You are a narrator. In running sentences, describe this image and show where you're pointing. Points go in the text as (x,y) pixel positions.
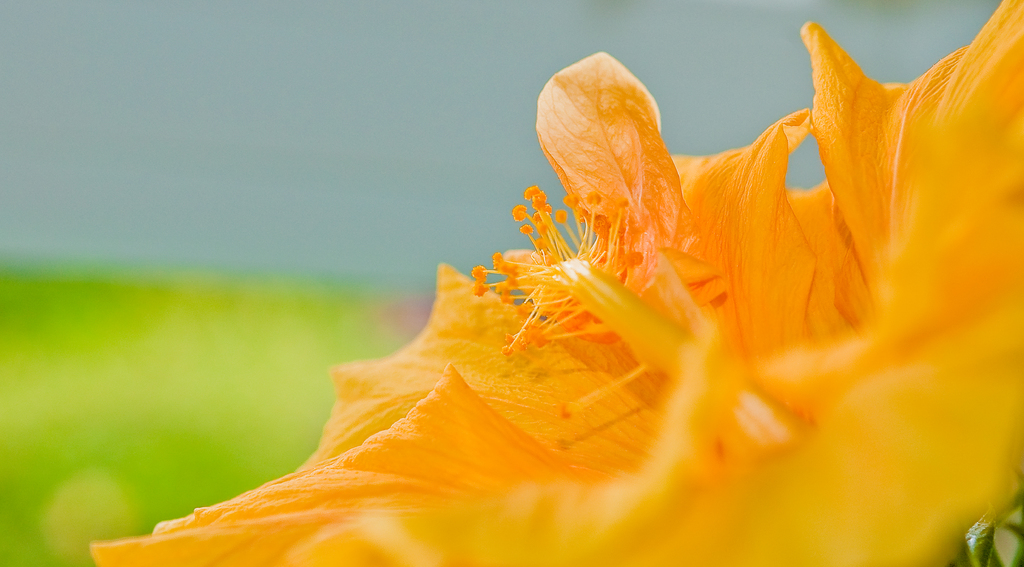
In this image I can see a orange flower (615,273). Background (371,151) is in green and blue color.
